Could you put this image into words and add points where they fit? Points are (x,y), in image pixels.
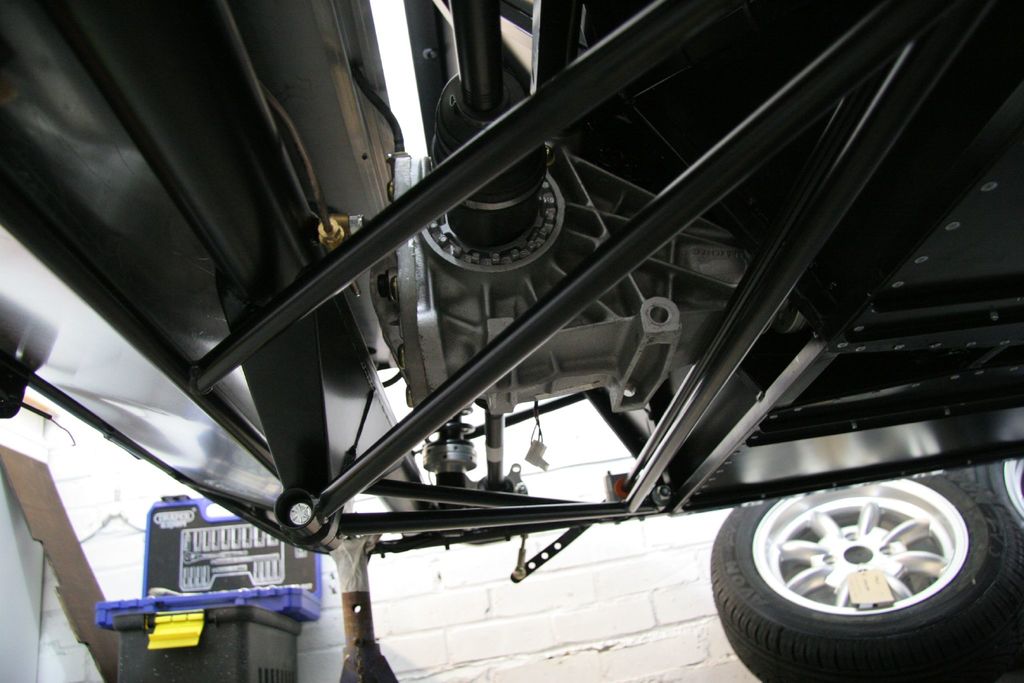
In this picture there is a vehicle (754,276). At the back (829,586) there are wheels (901,541) and there is a box (168,664) and there is a wall (393,535) and there is a text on the box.
